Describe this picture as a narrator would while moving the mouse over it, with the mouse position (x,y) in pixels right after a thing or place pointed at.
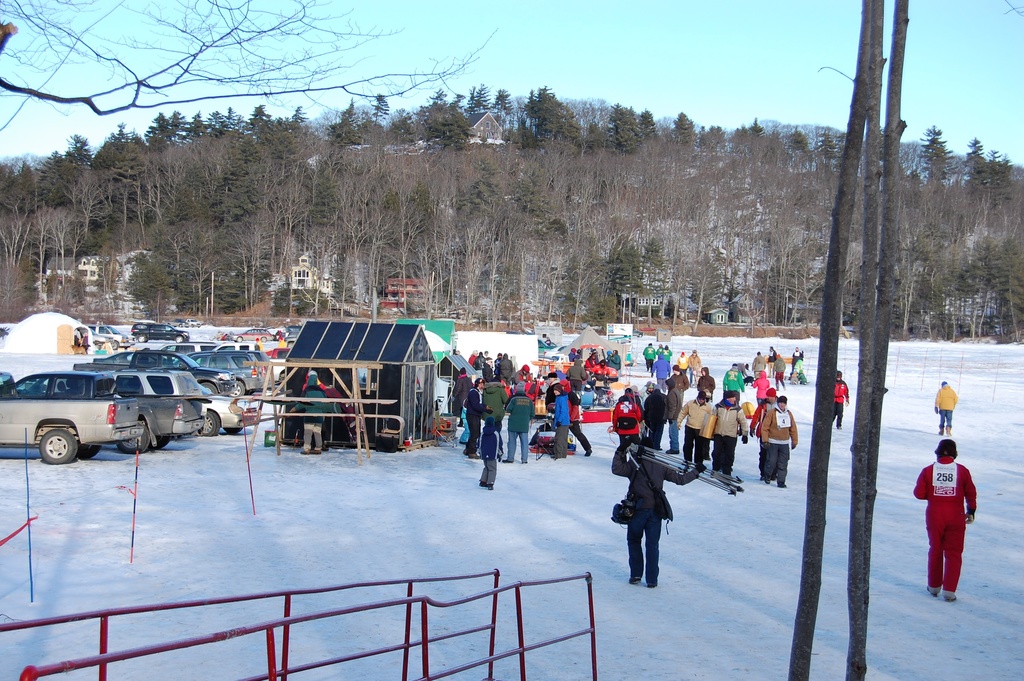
In the image we can see there are many people (698,461) standing and some of them are walking. They are wearing clothes (578,413), shoes (556,456) and some of them are wearing caps (566,387). Everywhere there is snow (755,493), white in color. Here we can see fence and vehicles (185,411). We can even see there are buildings (312,282), trees (339,260) and the sky (667,61).
